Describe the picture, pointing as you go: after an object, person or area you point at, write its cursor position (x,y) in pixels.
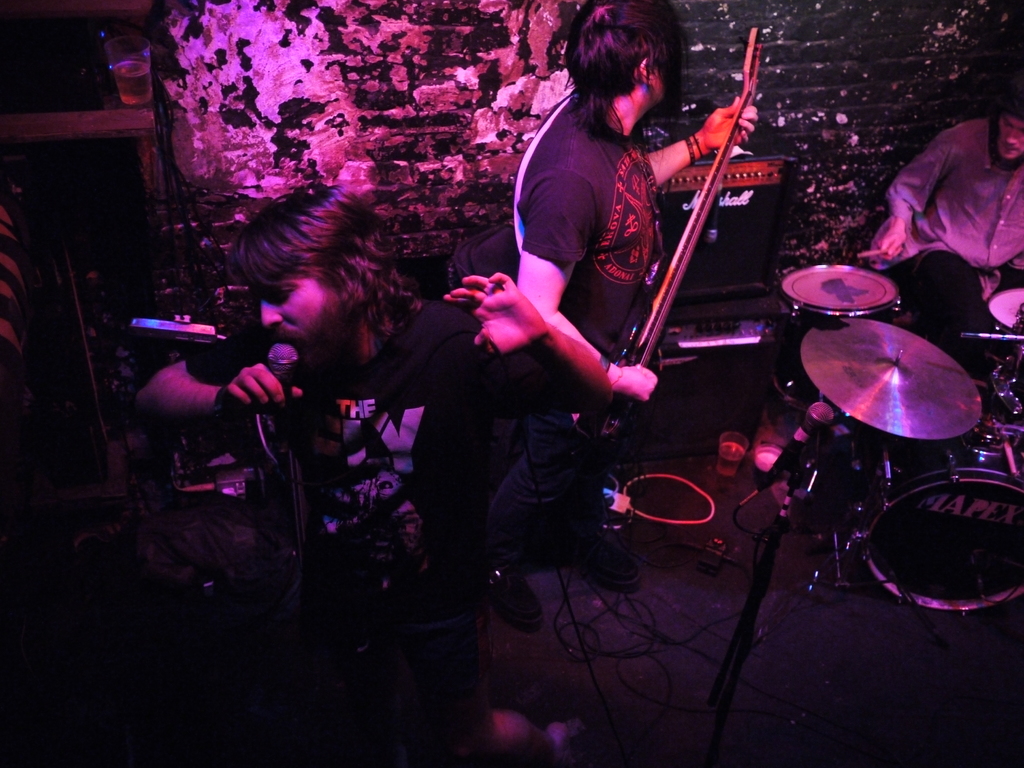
In this image we can see the person (459,372) standing and holding mic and there is the other person (637,367) standing and playing a musical instrument (663,283) and the other person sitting and playing a musical instrument (883,354). And at the back (129,123) we can see the stand (85,51) attached to the wall (166,70), on the table (135,105) there is the glass (140,93).
